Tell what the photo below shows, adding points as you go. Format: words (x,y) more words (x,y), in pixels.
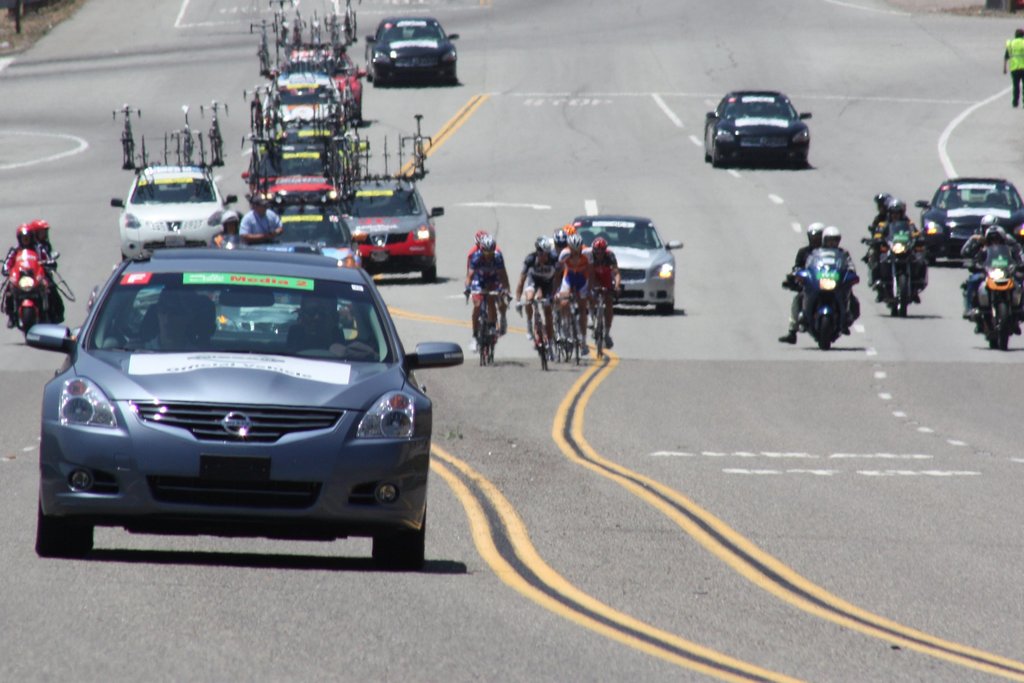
This image is taken outdoors. At the bottom of the image (588,605) there is a road (562,98). On the right side of the image (1017,44) a man (1020,33) is standing on the road (966,64). In this image a few people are riding on the bikes (20,253), a few (583,308) are riding bicycles (606,288) and there are many cars (279,303) moving on the road (599,139).
